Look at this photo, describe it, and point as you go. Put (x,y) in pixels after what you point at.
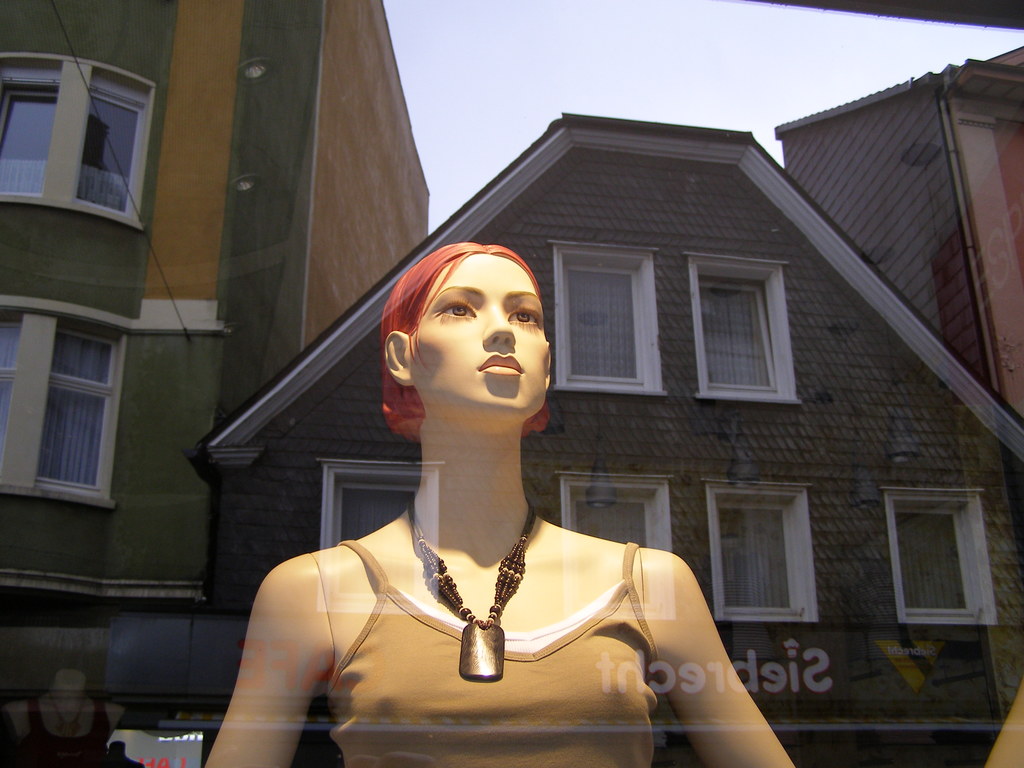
In this image, we can see a mannequin (461,580) wearing a chain (508,554) and in the background (623,162), there are buildings (790,295) and at the bottom (641,660), we can see some text (727,654). At the top (586,82), there is sky (559,58).
